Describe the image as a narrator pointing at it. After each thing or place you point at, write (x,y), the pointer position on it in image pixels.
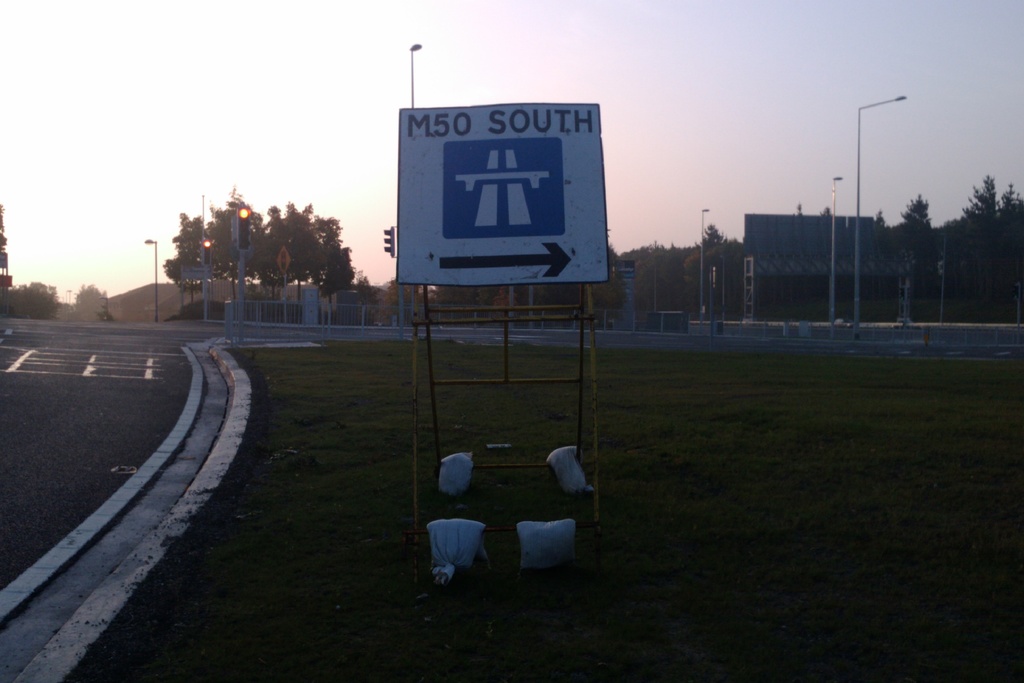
In this picture we can see the road (81,348), trees (21,312), traffic signal lights (246,220), fence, poles (430,303), direction board (465,235) and in the background (200,90) we can see the sky (844,92).
